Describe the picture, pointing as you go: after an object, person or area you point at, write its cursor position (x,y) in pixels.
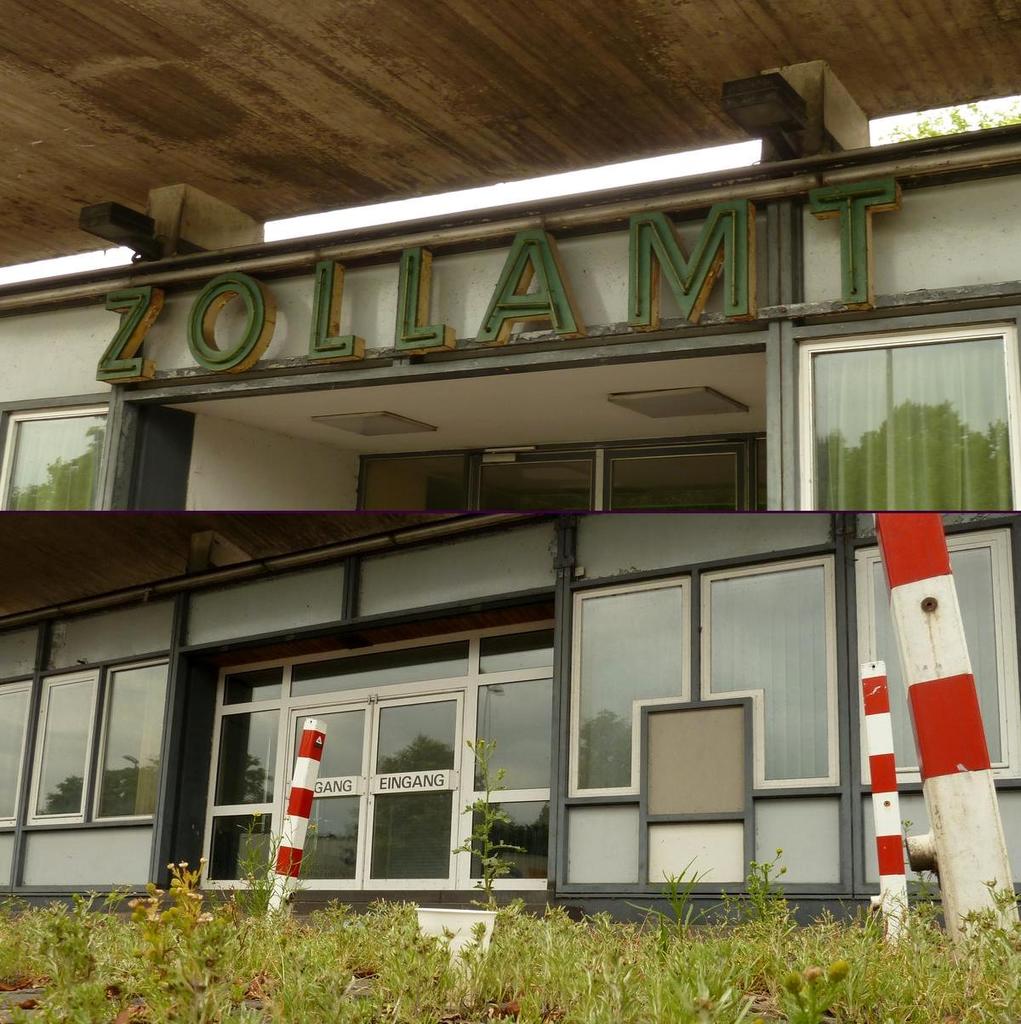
In the image there are plants (648,963) in the foreground (751,973) and behind the plants (749,932) there is a building (935,190), there is a roof (587,149) above the building (2,396).
